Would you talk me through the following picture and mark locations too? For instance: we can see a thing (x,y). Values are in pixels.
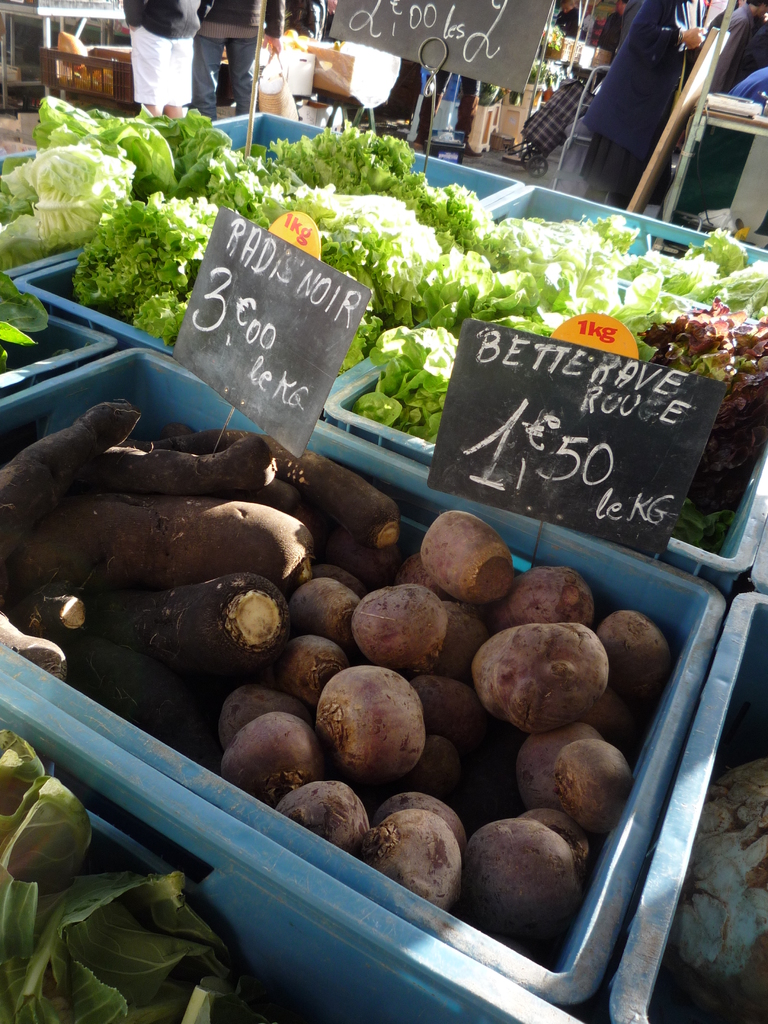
In this picture there are different types of vegetables (290,557) in the basket (654,610) and there are boards (616,483) in the basket (625,586) and there is a text (264,364) on the boards (264,364). At the back (215,3) there are group of people (233,54) standing at the tables (694,148).
